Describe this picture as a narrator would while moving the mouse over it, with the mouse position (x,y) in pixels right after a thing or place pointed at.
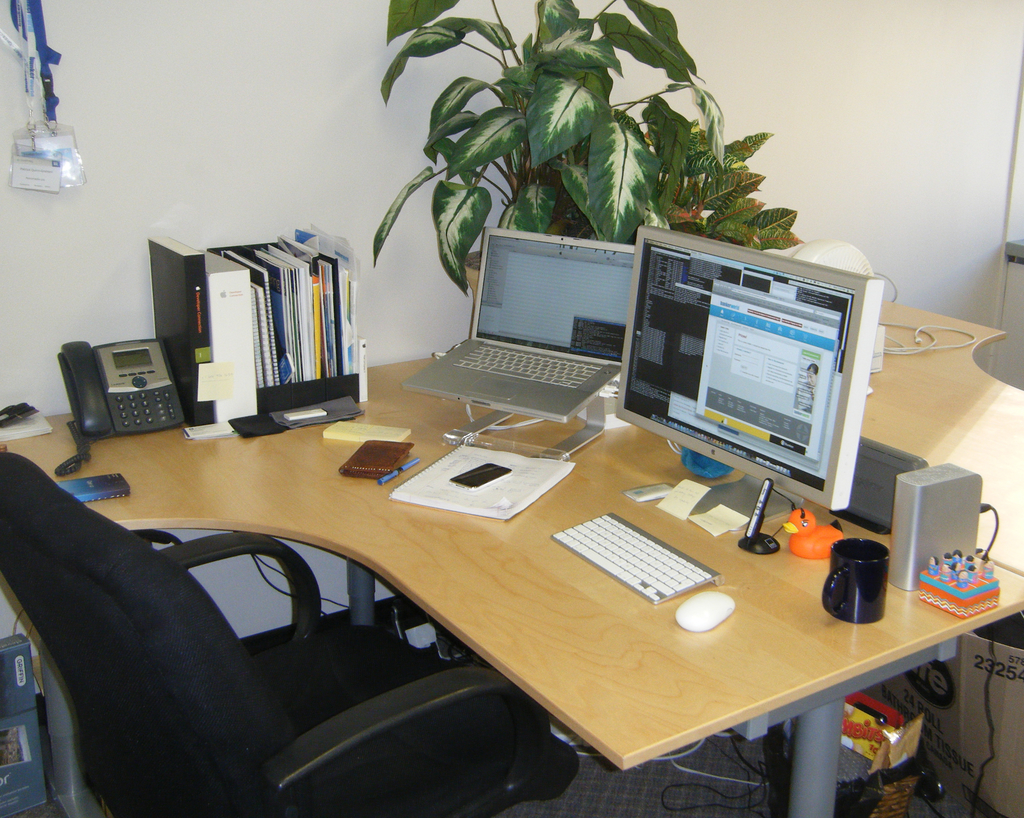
In this image I see a chair (91,713) and a desktop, laptop (598,253), few files (357,334), telephone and rest of things (82,483) and a plant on the table (320,430). In the background (7,6) I see the wall (1023,211) and a box (996,817) over here.
